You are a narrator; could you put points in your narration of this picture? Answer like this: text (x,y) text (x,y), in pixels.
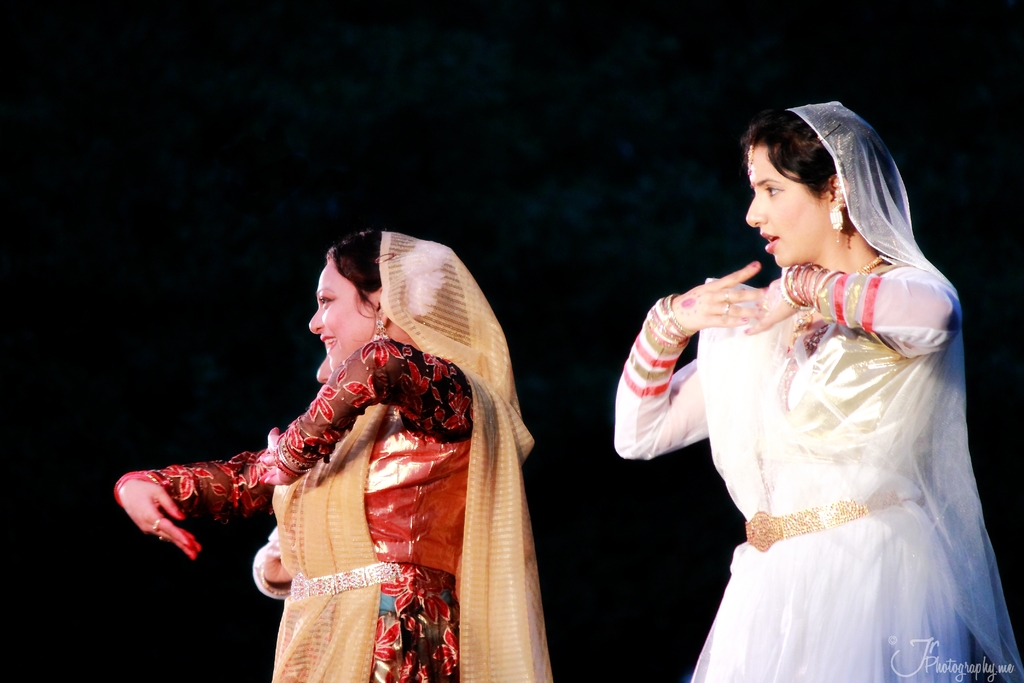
In this image I can see three persons (800,413) dancing and they are wearing multi color dresses (412,434) and I can see the dark background (60,375).
